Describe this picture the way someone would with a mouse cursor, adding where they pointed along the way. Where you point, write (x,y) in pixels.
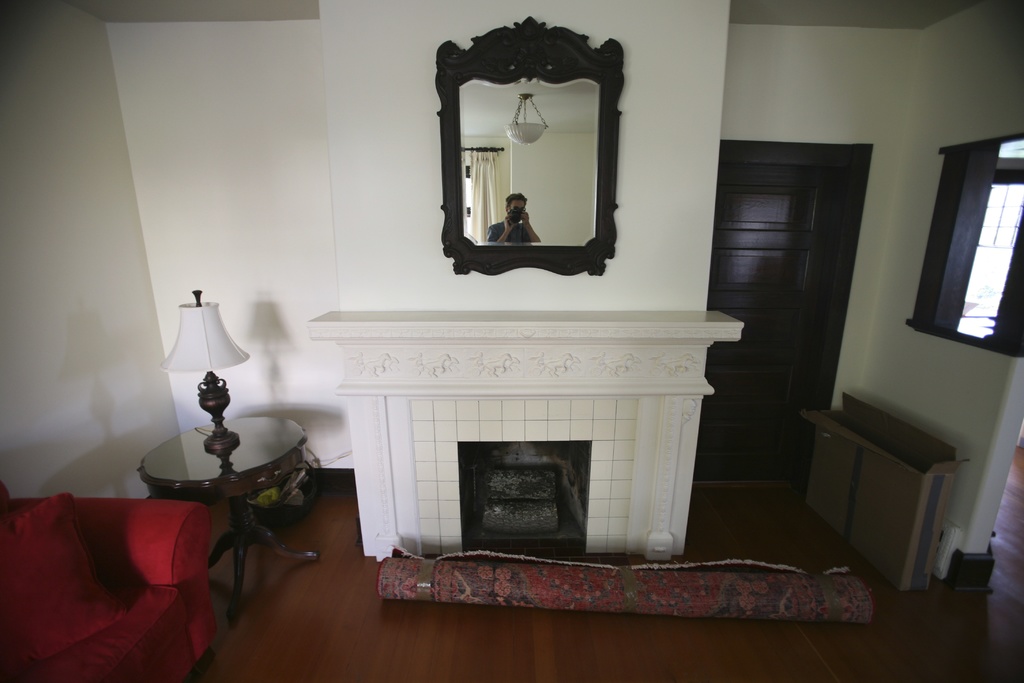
There is a mirror (608,175) in which a person (512,227) holding camera (510,216) back to him there is a curtain (494,182). Beside to the mirror (512,247) there is a table (230,461) having lamp (214,385) on top of it. To the left bottom (132,556) there is a red colour sofa (86,529) having cushion (89,618). On floor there is folded carpet (764,592) aside to that there is a cardboard box (907,508). There is a wooden door (795,259) beside to it.
